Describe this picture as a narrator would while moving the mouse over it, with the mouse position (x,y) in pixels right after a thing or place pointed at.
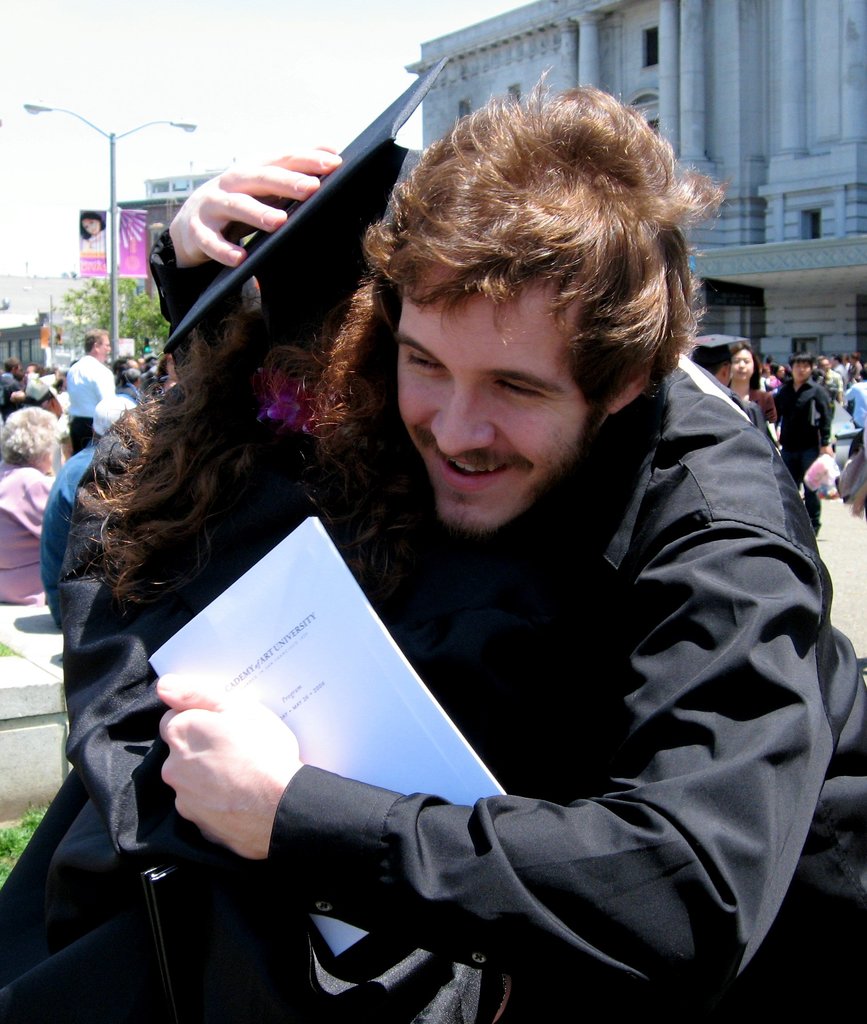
In this image we can see two persons (517,490) standing holding each other. In that a man (411,824) is holding some papers (329,743). On the backside (766,414) we can see a group of people (803,432), some grass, a street pole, tree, a board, a building (807,241) and the sky (264,65) which looks cloudy.
